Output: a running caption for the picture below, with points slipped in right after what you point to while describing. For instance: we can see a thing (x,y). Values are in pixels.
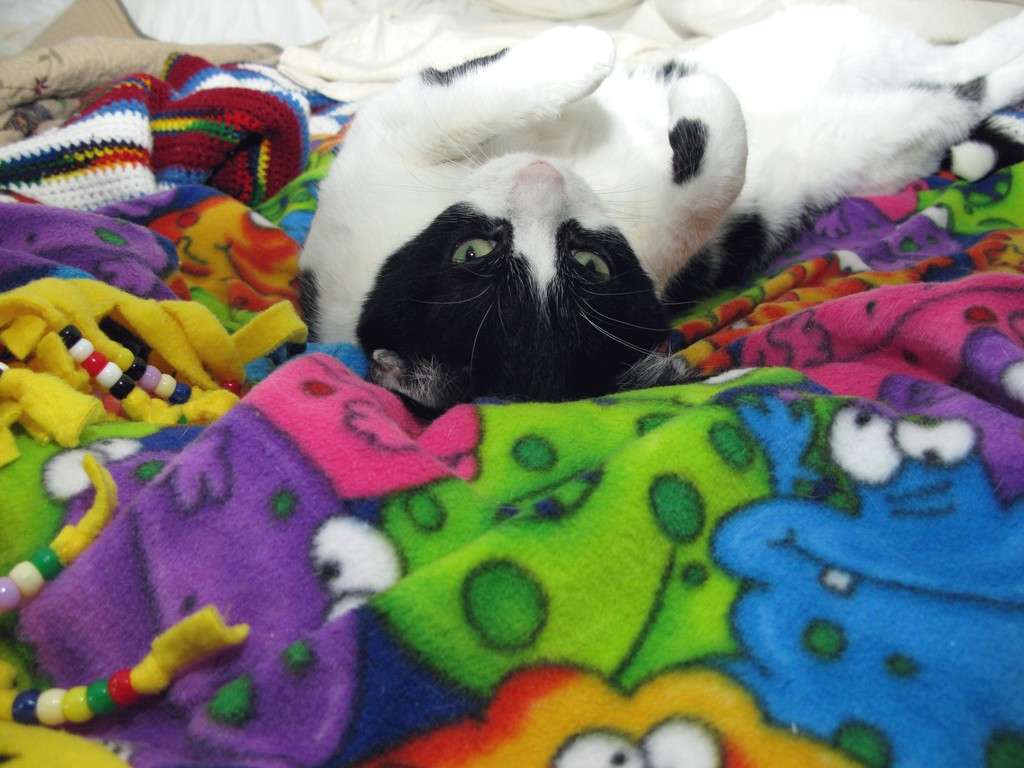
In this image I can see a cat (514,184) which is white and black in color is laying on the bed sheet (550,483) which is green, pink, purple, white, yellow and orange in color.
